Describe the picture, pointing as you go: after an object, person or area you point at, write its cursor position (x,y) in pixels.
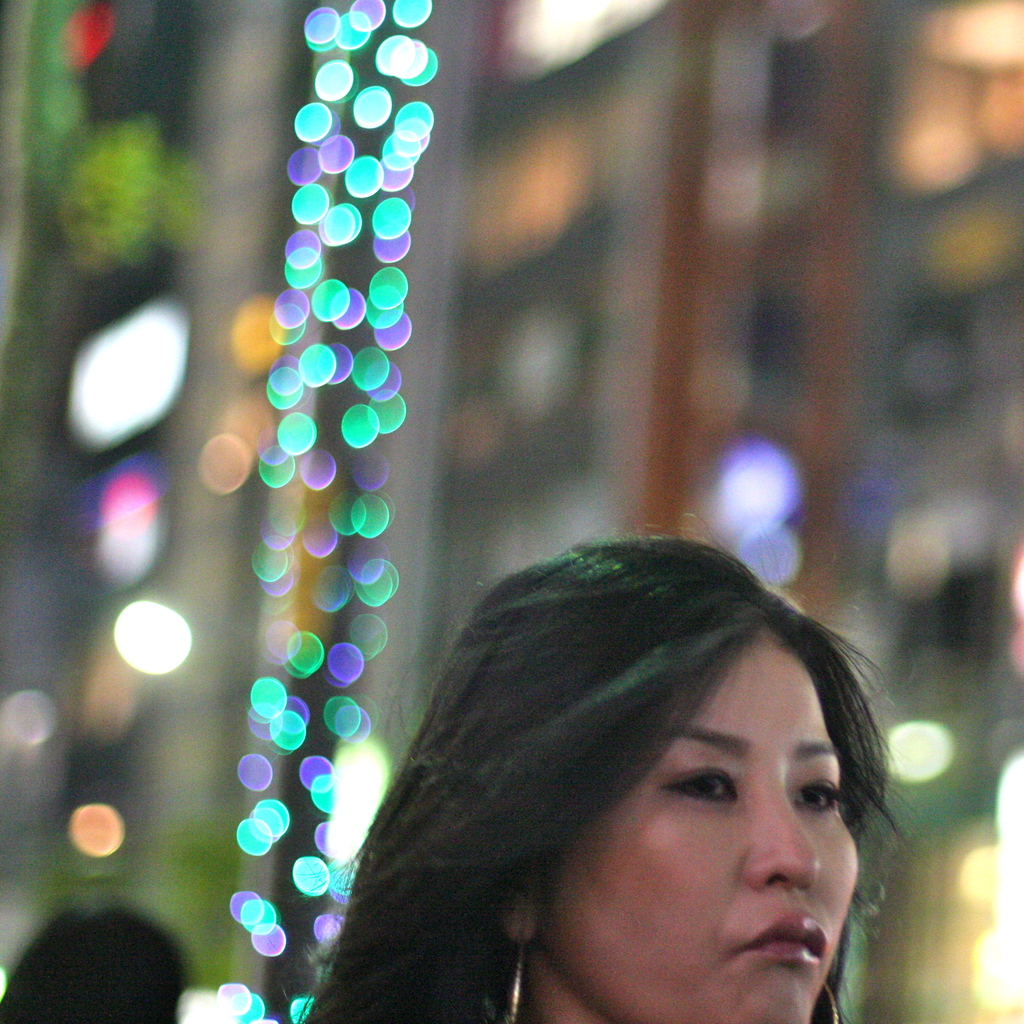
At the bottom of the image (732,732), we can see a woman's face (575,886). The background (978,160) is blurry.
